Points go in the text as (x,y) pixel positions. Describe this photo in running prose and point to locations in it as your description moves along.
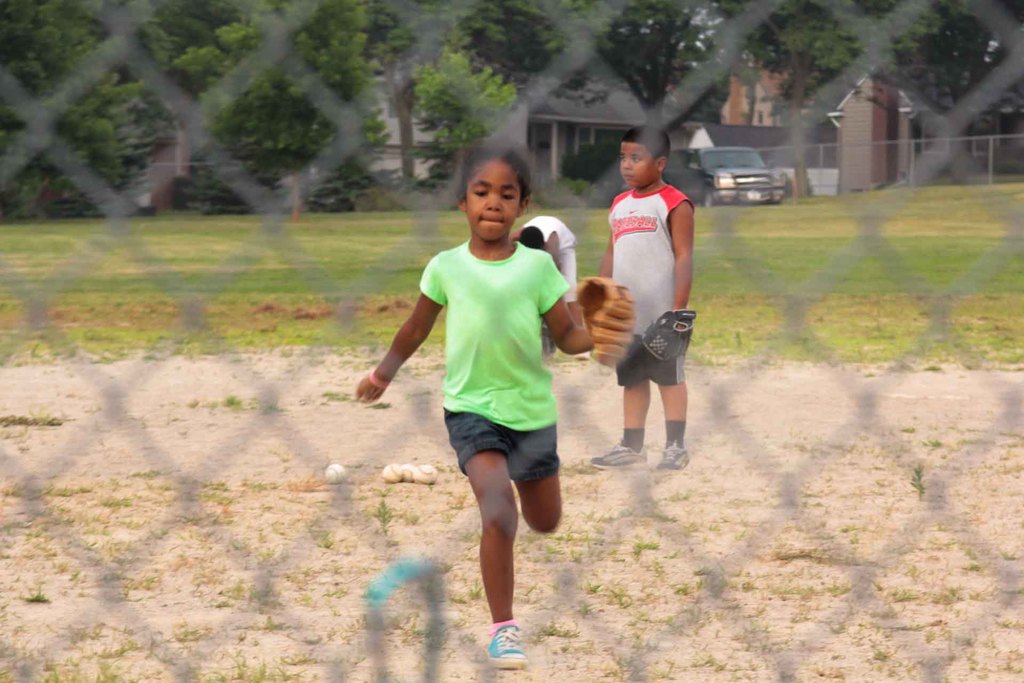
In this picture there is a girl (491,369) running and there are two people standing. At the back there are buildings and trees (75,16) and there is a vehicle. In the foreground (662,89) there is a fence (1019,30). At the bottom (397,528) there are balls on the ground (441,559) and there is grass (377,303).
